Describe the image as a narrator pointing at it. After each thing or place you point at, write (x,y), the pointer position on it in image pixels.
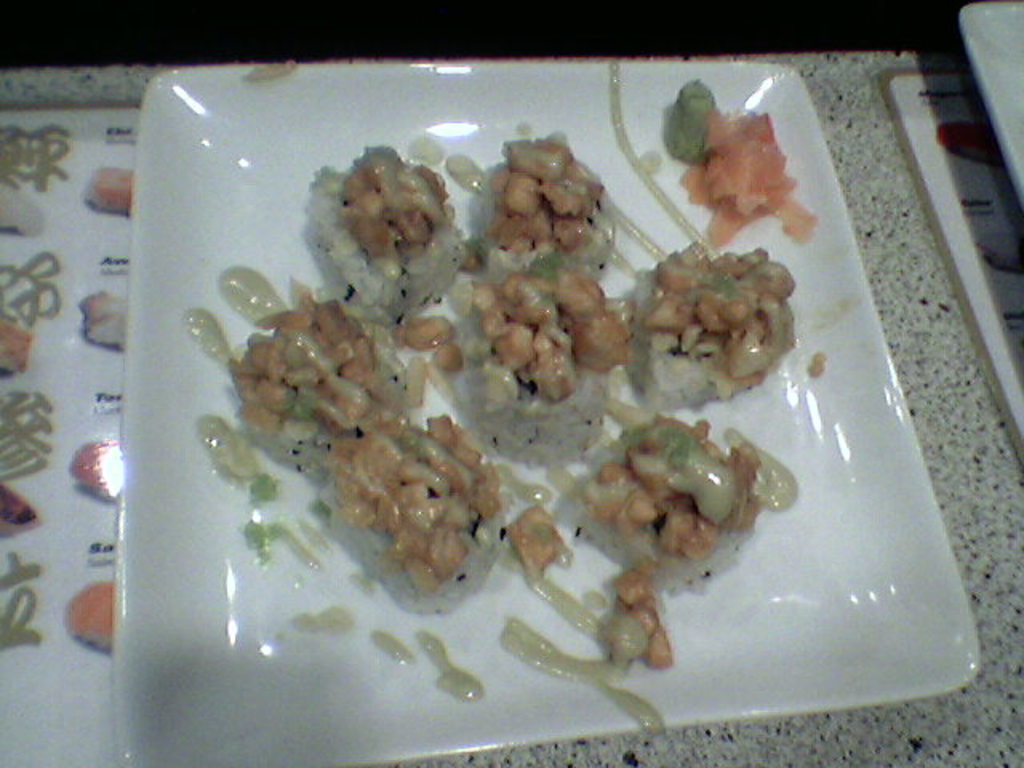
In this picture we can see some food (334,173) and sauce (611,95) on a white plate (578,115) kept on a counter (744,735).
